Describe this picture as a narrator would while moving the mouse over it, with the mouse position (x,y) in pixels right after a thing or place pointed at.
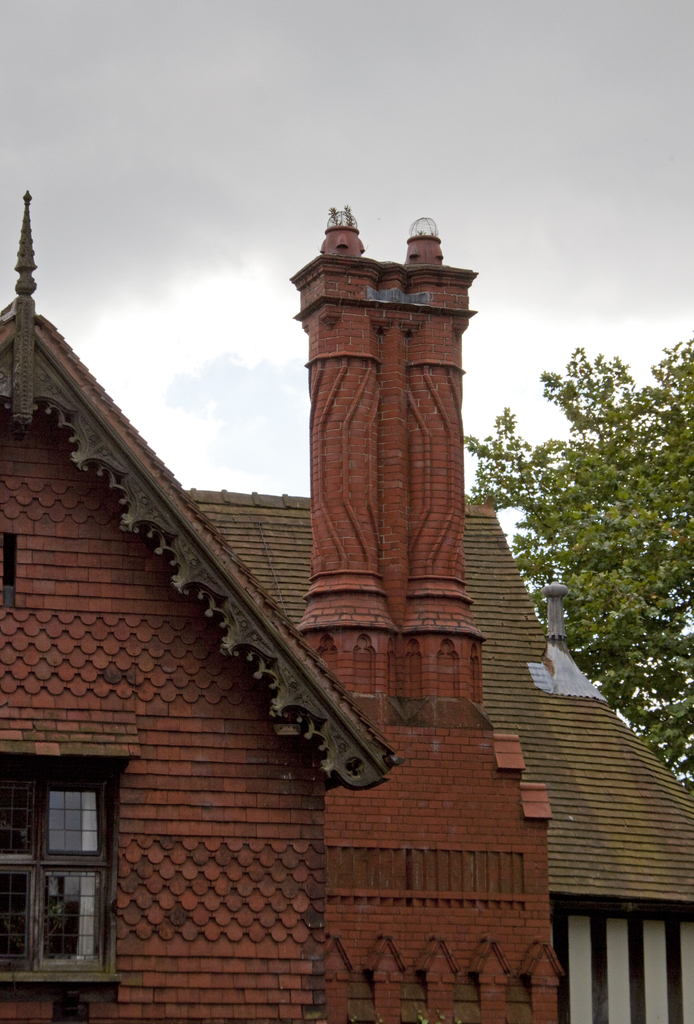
In this image there is a house (345,602) in the middle (408,604). On the right side (634,517) there is a tree (630,483). At the top (206,250) there is the sky (220,295). On the left side (50,842) bottom there is a window (50,959).
